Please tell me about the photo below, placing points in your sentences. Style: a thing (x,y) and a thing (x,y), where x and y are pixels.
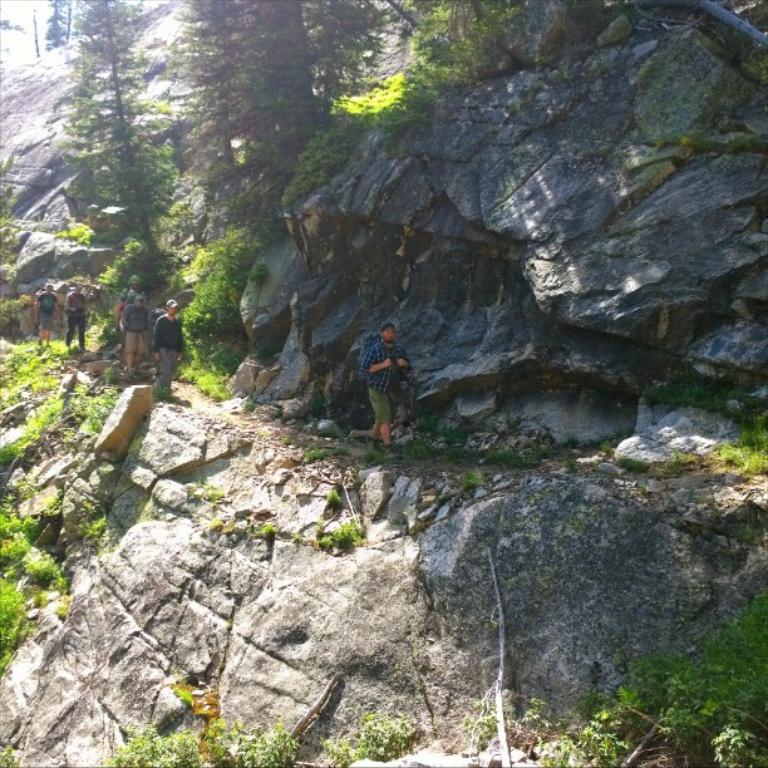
In this image, there are a few people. We can see some rock hills (168,81) and grass (209,371). We can also see some plants (196,379) and trees (275,110).
